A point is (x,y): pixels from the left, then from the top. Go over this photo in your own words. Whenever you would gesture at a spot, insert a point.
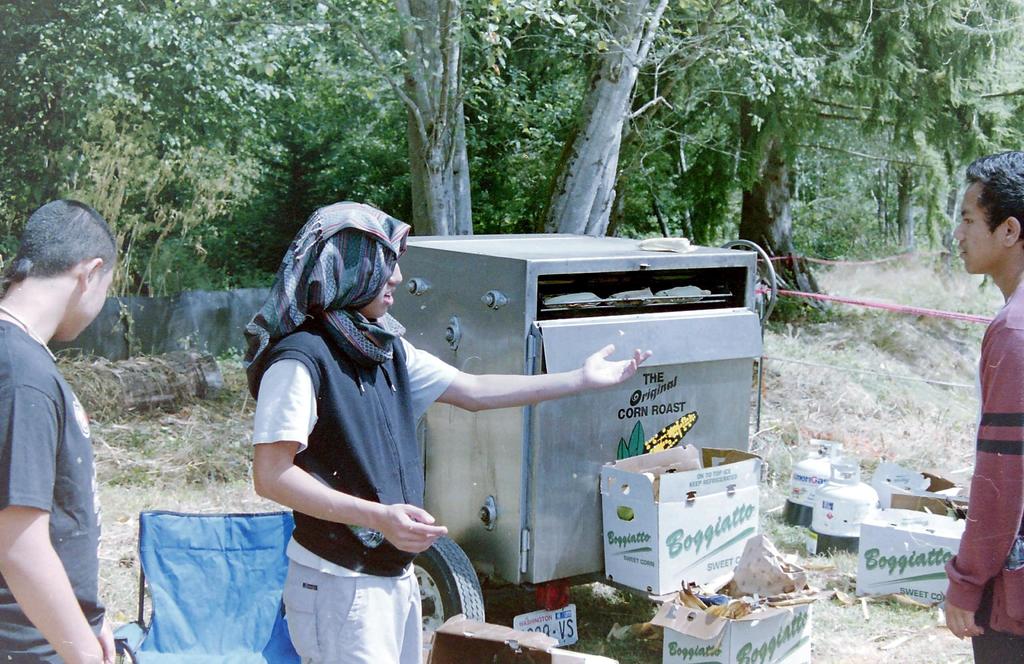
In the image I can see three people (318,305), among them a person (333,294) is wearing cloth (325,235) on the head (312,224) and also I can see some trees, plants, boxes (791,620) and a machine (481,541).
